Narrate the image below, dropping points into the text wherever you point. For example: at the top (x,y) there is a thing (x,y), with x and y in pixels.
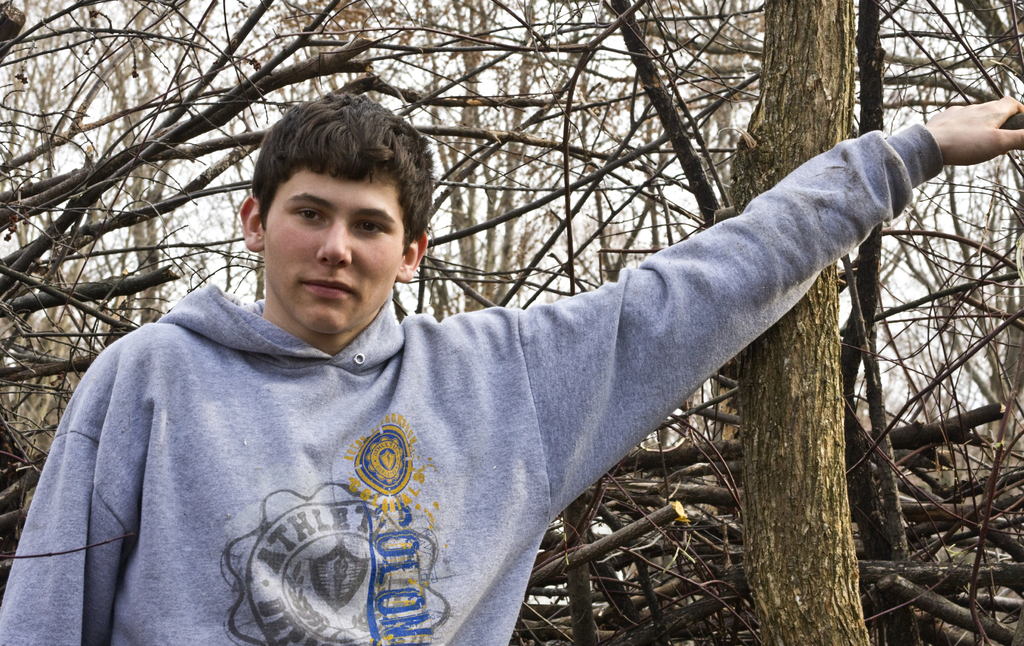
In this picture I can observe a person (302,359) in the middle of the picture (460,332). In the background (398,300) I can observe trees (564,177).
